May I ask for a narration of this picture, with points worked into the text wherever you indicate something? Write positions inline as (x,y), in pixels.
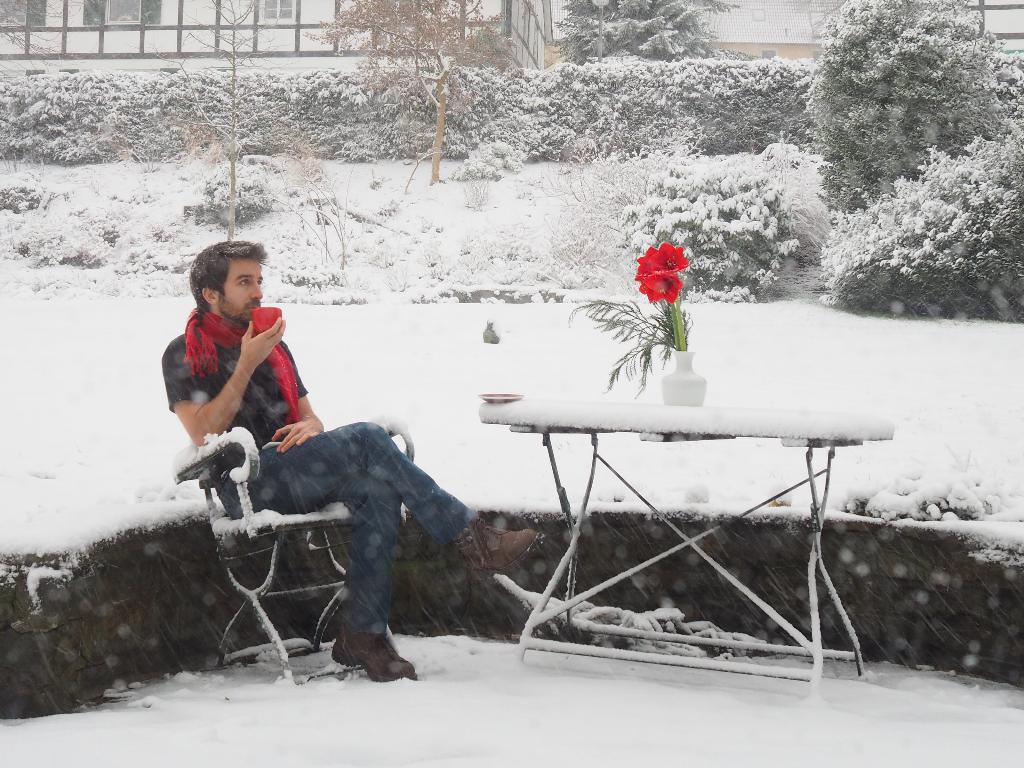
As we can see in the image there is building (187,35), snow (388,231), trees (670,13), plants (716,59), red color flowers (683,259), a man (207,272) holding cup (261,328) and sitting on chair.
